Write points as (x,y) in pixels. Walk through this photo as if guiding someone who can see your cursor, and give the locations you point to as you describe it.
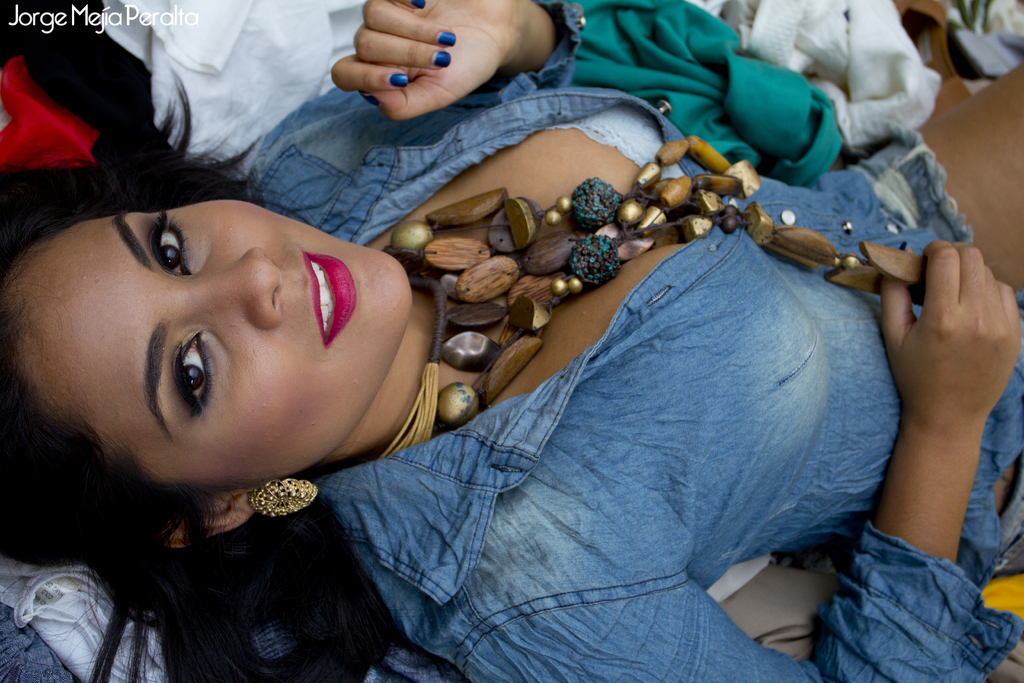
In the image there is a woman (587,418) laying on the clothes (689,79), she is wearing a blue shirt (632,531) and a chain (419,233) that is made up of wooden particles (724,229).
